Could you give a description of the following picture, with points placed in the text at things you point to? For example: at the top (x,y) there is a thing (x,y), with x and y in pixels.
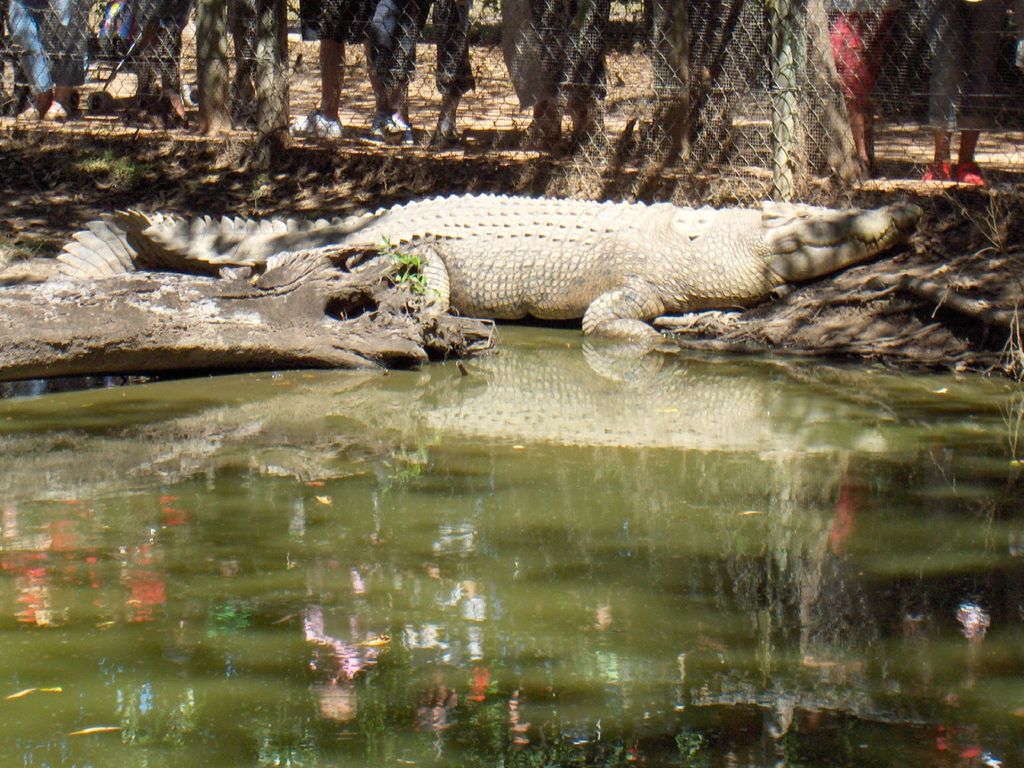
In this image we can see a crocodile (530,305) on the ground (469,335). We can also see the water (544,460), some plants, the wooden poles (785,54) and a group of people (590,95) standing beside a metal fence (633,164).
